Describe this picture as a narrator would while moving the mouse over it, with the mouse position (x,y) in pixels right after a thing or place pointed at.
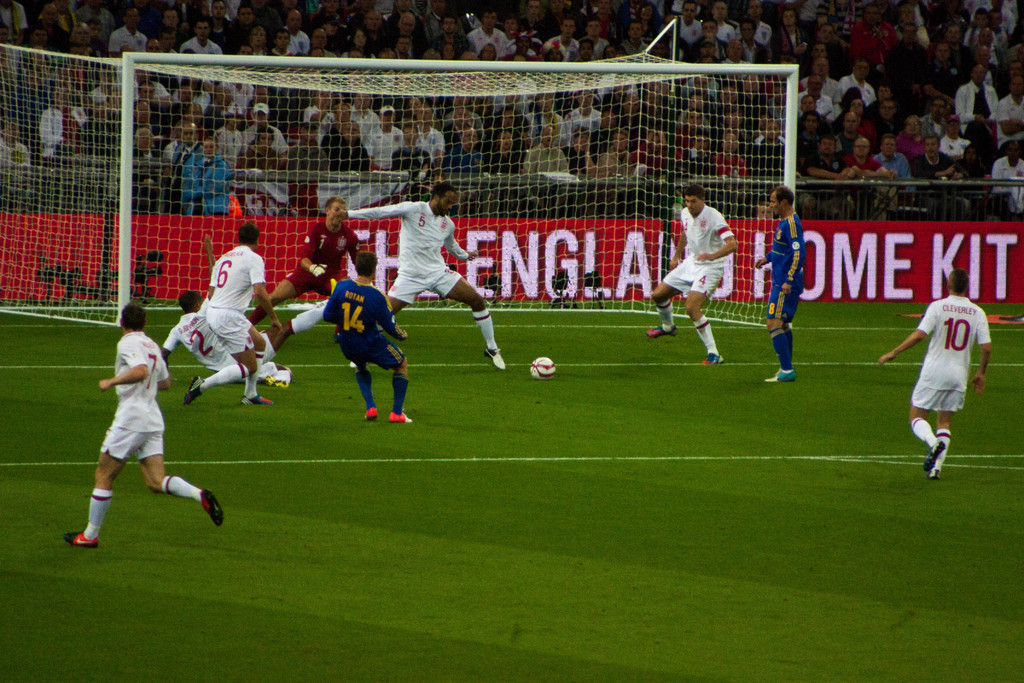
In this picture I can see few people (490,336) playing football and I can see a goal pole (726,68) and I can see audience (416,105) on the back (1014,153) and I can see text (476,240) on the hoarding (160,285).
